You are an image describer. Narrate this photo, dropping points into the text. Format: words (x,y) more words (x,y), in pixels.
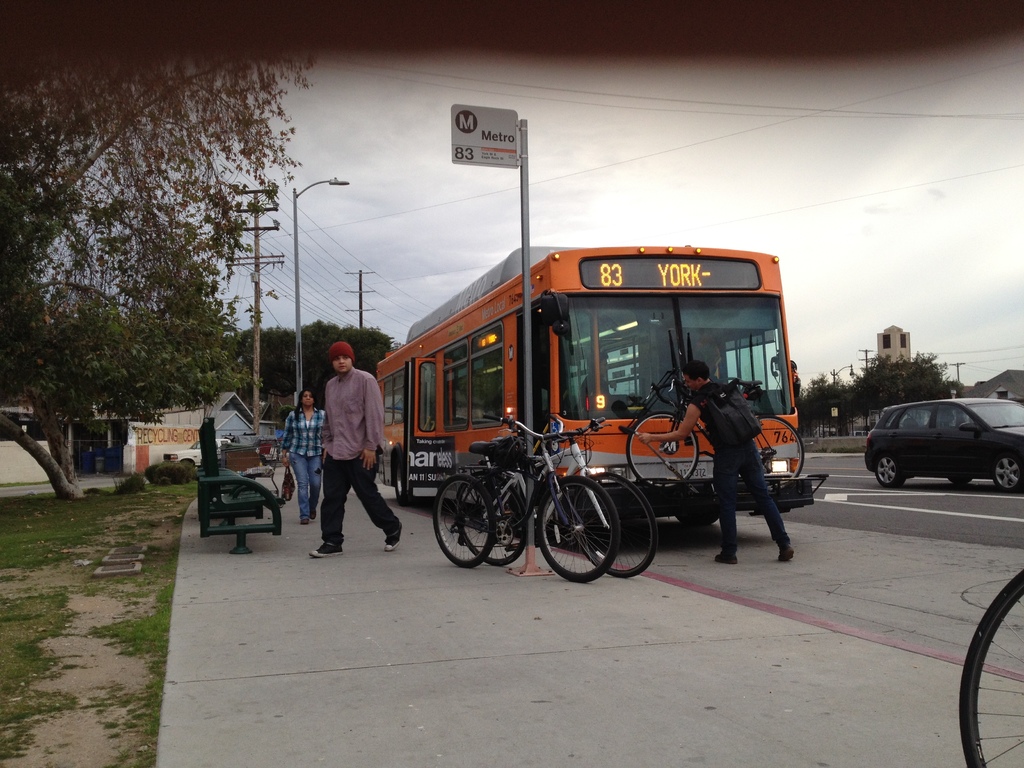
In the image we can see there are people (308,478) walking, they are wearing clothes (360,444), shoes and they are carrying bags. We can even see there are vehicles (783,390) on the road (850,457). Here we can see poles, board (482,125) and text (504,138) on the board (498,124). Here we can see electric poles (258,262), electric wires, trees (113,298) and the sky (679,163). Here we can see benches (246,489), grass (20,554) and the buildings (890,339).
